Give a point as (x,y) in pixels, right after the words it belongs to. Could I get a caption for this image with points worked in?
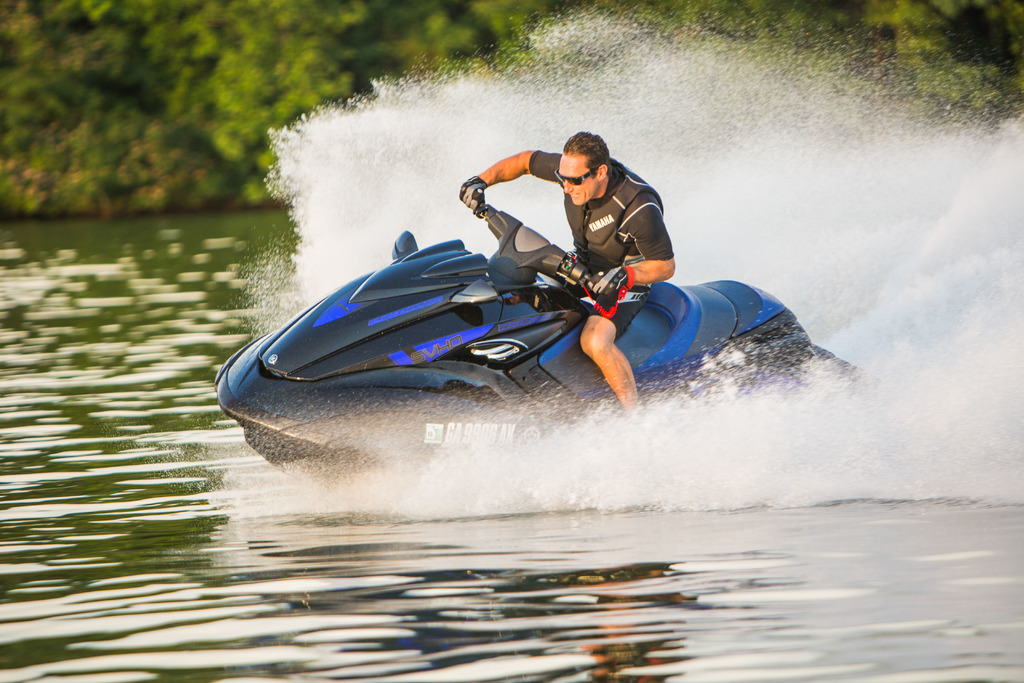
In this image we can see a person (612,171) riding a jet ski (360,281) on the water (416,544), in the background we can see trees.
